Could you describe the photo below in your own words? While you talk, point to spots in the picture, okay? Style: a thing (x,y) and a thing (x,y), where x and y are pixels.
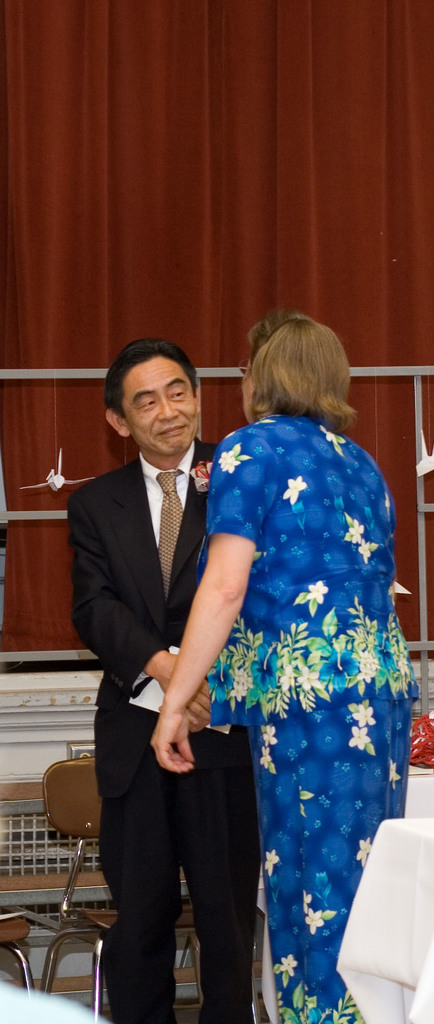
In this picture I can see a man (143,708) and woman (304,740) shaking their hands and I can see couple of chairs (77,931) and a cloth (74,29) on the back (108,219).
